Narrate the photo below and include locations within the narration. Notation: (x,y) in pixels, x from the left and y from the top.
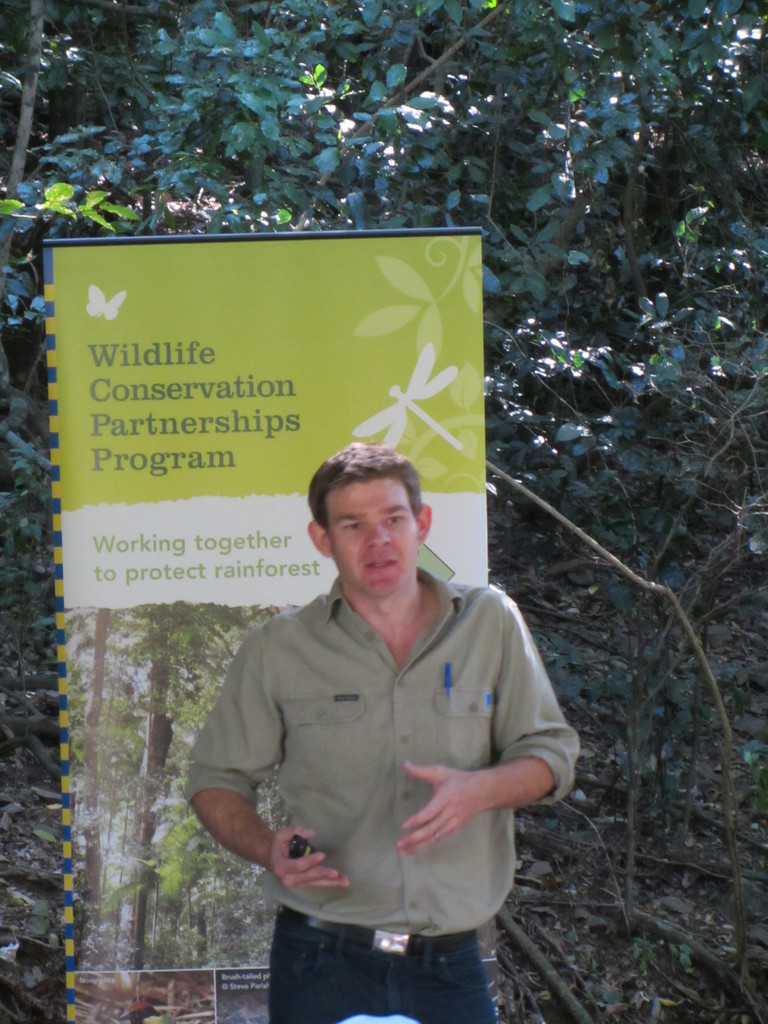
In the image we can see a man (388,785) standing, wearing clothes (388,785) and holding an object (303,835) in hand (320,875). Here we can see the poster (210,377) and text (168,392) on the poster (136,380). Here we can see dry leaves (599,926) and trees (301,67).
